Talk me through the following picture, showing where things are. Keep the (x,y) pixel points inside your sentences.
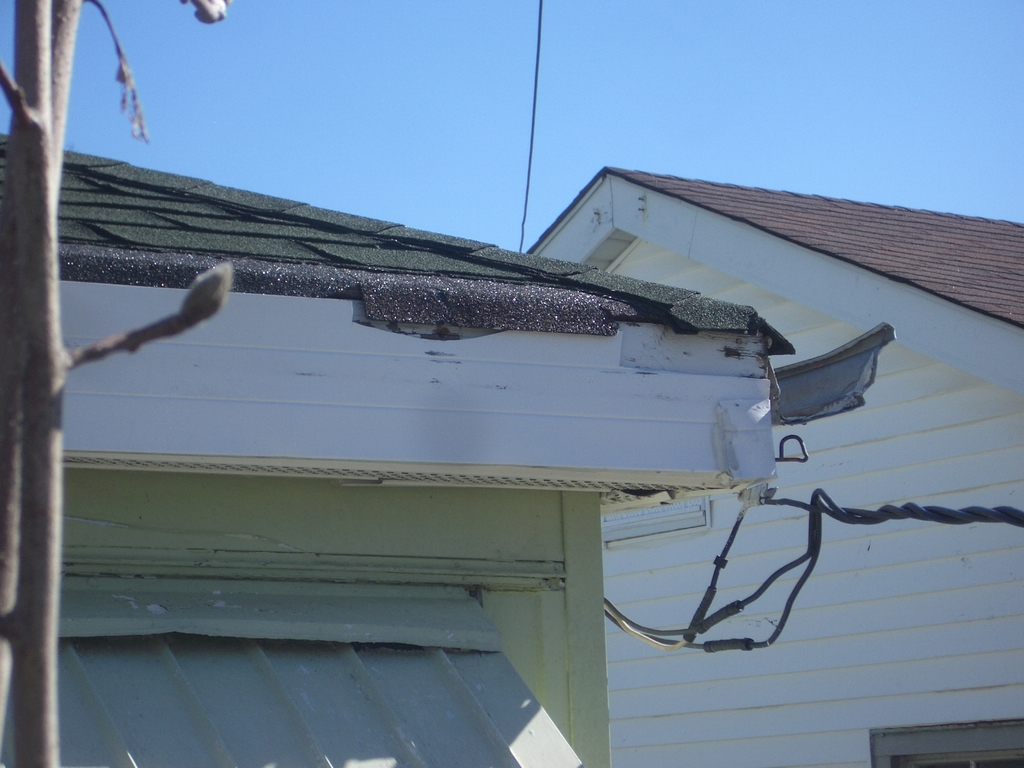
This image is taken outdoors. At the top of the image (393,54) there is the sky (576,77) and there is a wire (523,220). On the left side of the image (32,446) there is a tree (32,105). In the middle of the image (541,487) there are two houses (695,664) with walls (726,690), windows (964,751) and roofs (243,241).
